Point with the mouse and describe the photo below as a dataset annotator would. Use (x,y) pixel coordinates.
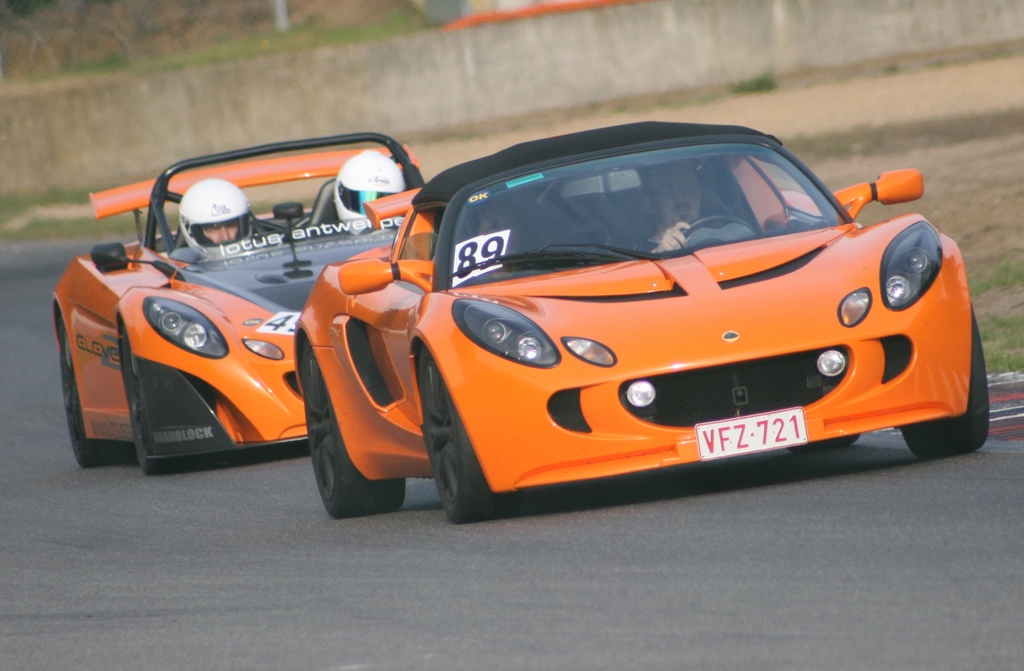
In this image I can see two cars (443,218), they are in orange color and I can see few persons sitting inside the car (642,272). I can see two persons (228,221) wearing two white color helmets (228,202). Background I can see a wall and grass (322,33).
